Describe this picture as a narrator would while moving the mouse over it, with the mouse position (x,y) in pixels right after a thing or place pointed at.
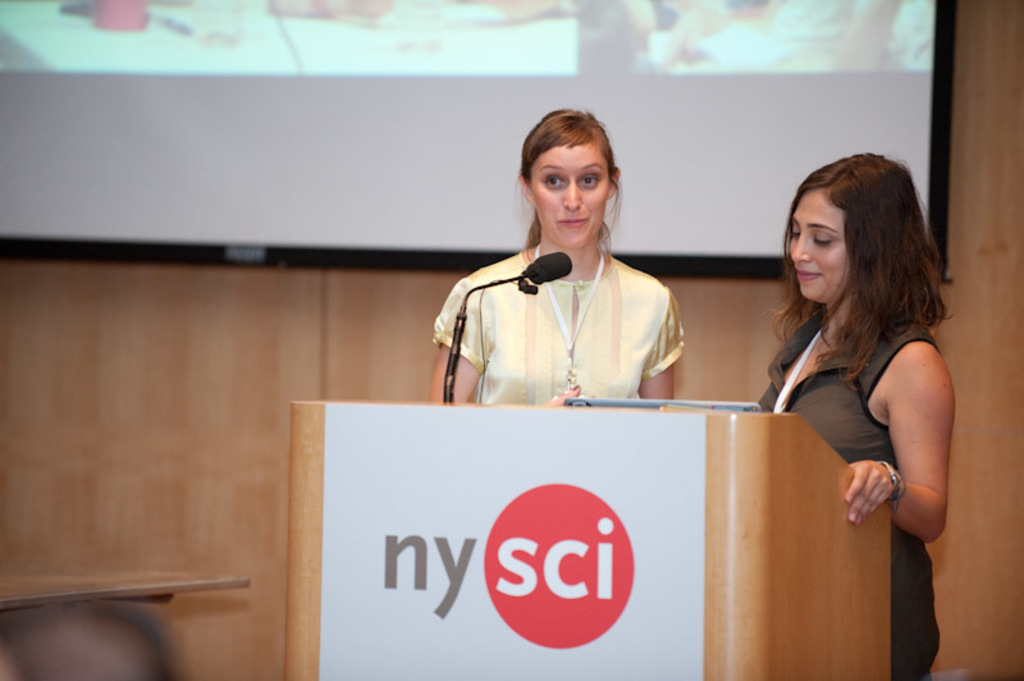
In this image, we can see persons (898,317) in front of the podium (564,506). There is a screen (588,44) at the top of the image (577,46).
